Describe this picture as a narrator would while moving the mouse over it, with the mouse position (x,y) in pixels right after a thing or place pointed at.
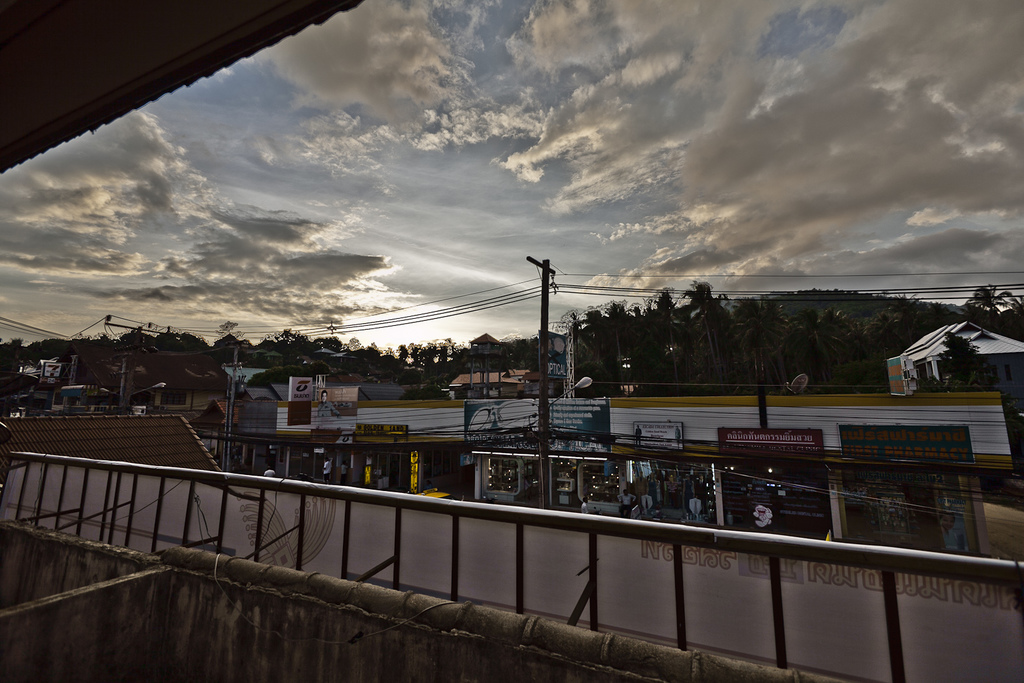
In the front of the image (270,549) I can see wall (268,614), hoarding (548,530), stores (378,483), boards (586,448), poles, people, lights (605,482), beams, houses (154,395), trees (581,337) and objects (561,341). In the background of the image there is a cloudy sky (537,218).
